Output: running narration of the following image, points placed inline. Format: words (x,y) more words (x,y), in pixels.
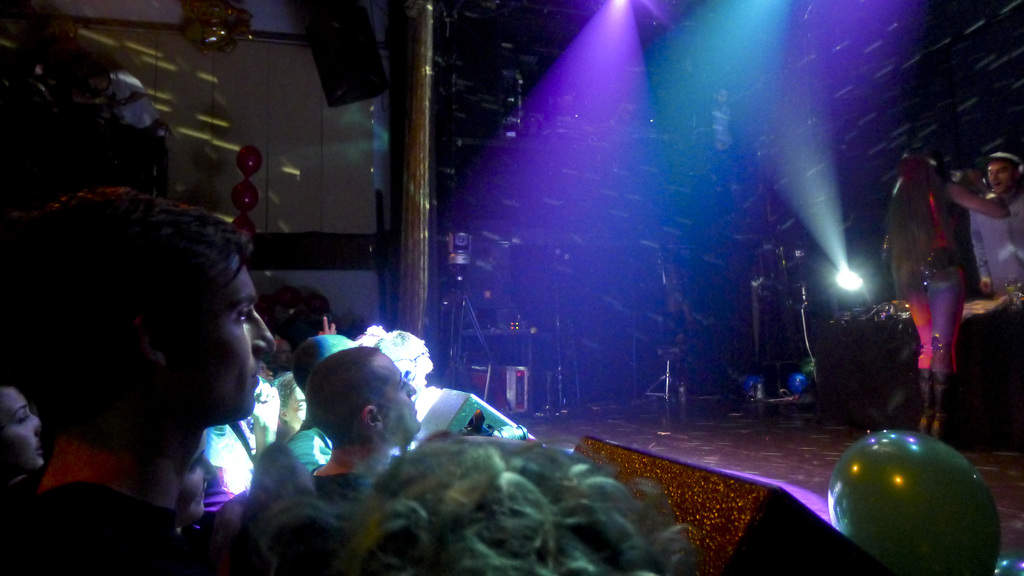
This picture shows few people (163,448) watching and we see couple of them performing on the dais (771,427) and we see lights (645,59) and few balloons (252,189) and a speaker (352,33) hanging.
